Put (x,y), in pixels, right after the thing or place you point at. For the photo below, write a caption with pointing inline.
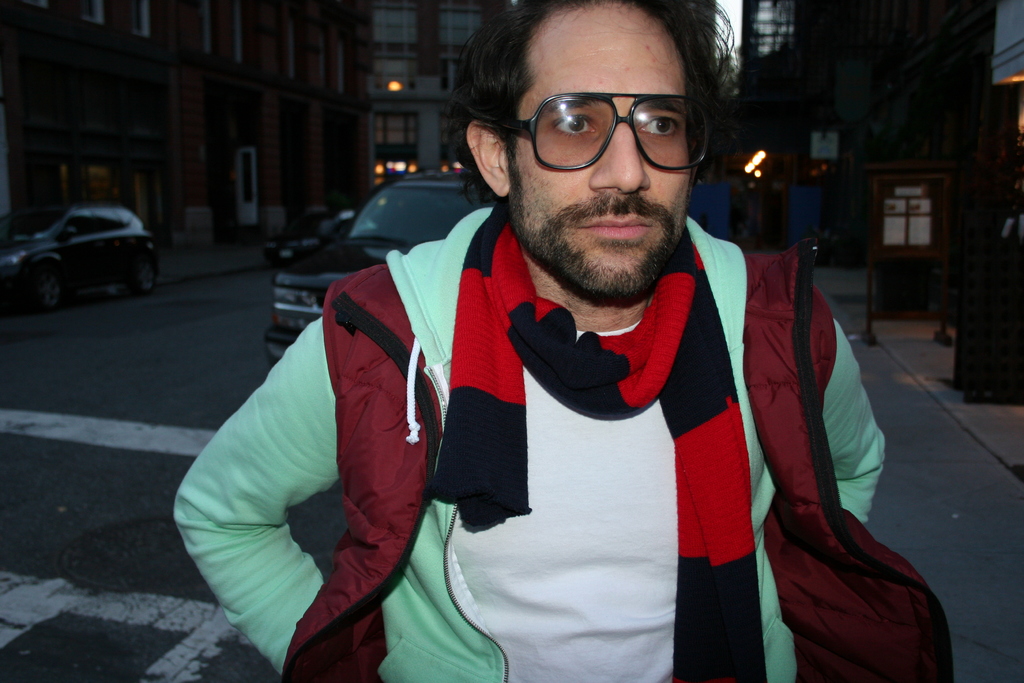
In this image I can see the person (465,513) standing and the person (546,505) is wearing white and green color dress (552,530). In the background (352,250) I can see few vehicles (69,226), lights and few buildings (250,26).
